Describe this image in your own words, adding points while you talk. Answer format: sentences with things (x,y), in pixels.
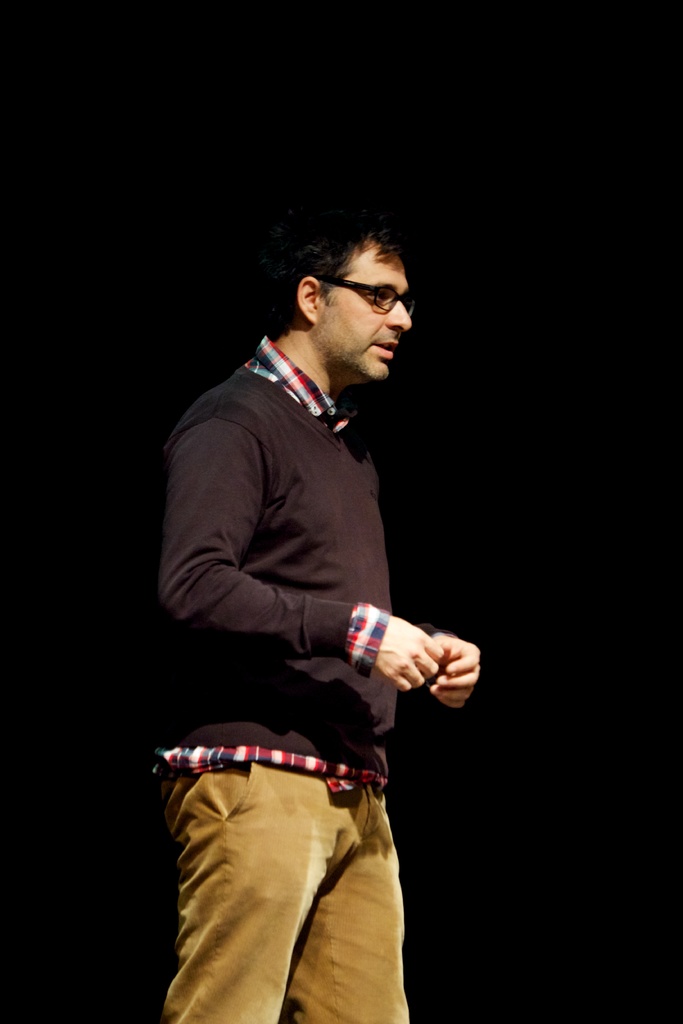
In this image I can see a person (381,573) standing wearing black shirt (386,583), brown pant (287,972) and I can see dark background (0,101).
